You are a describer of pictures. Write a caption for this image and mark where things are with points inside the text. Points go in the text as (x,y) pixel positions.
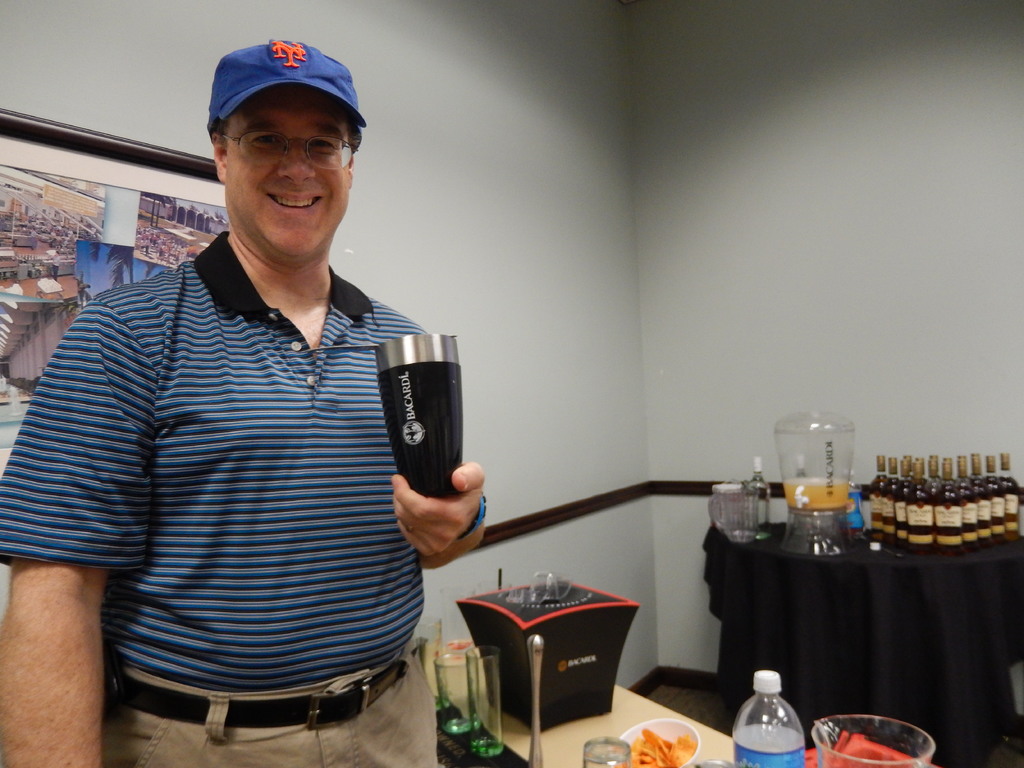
In this picture we can see a man (264,429), he is smiling and he is holding a glass (417,393) in his hand (419,500), beside to him we can find few glasses (479,670), bowls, bottles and other things (568,705) on the table (611,714), in the background (137,182) we can see a wall frame (82,231) on the wall (531,231).
